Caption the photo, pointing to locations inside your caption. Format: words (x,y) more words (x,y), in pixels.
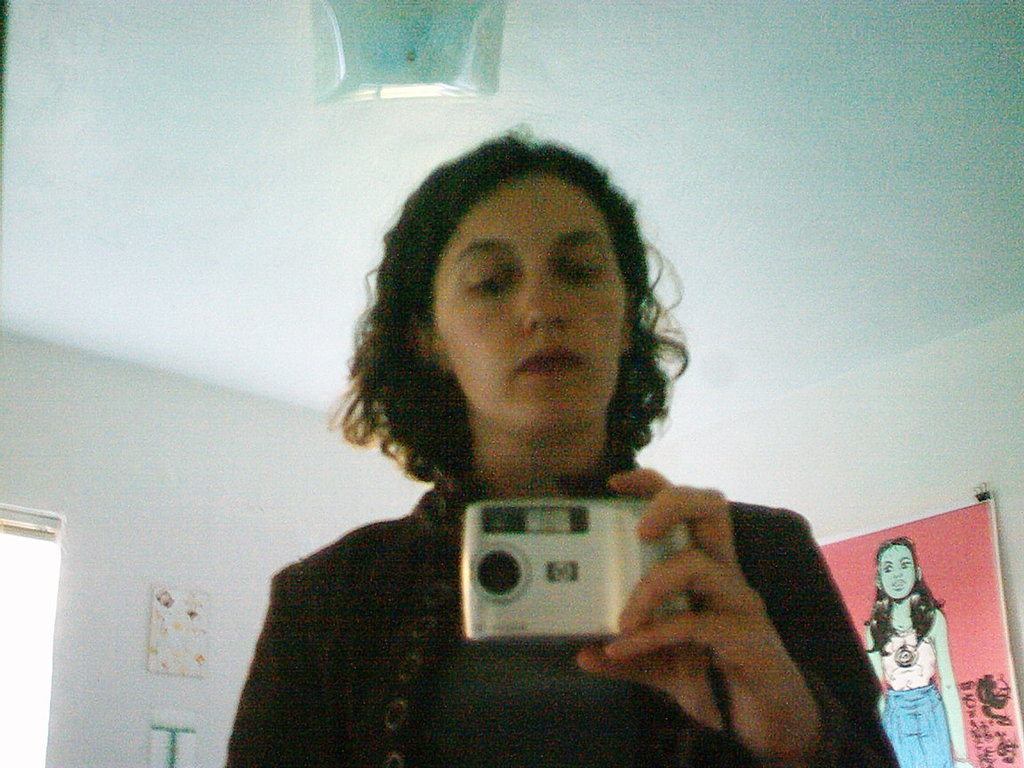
In the center (525,468) we can see one woman (620,683) standing and holding camera (594,590). In the background (23,671) there is a window (23,671), paper (187,646), chart (978,631) and wall (900,471).
